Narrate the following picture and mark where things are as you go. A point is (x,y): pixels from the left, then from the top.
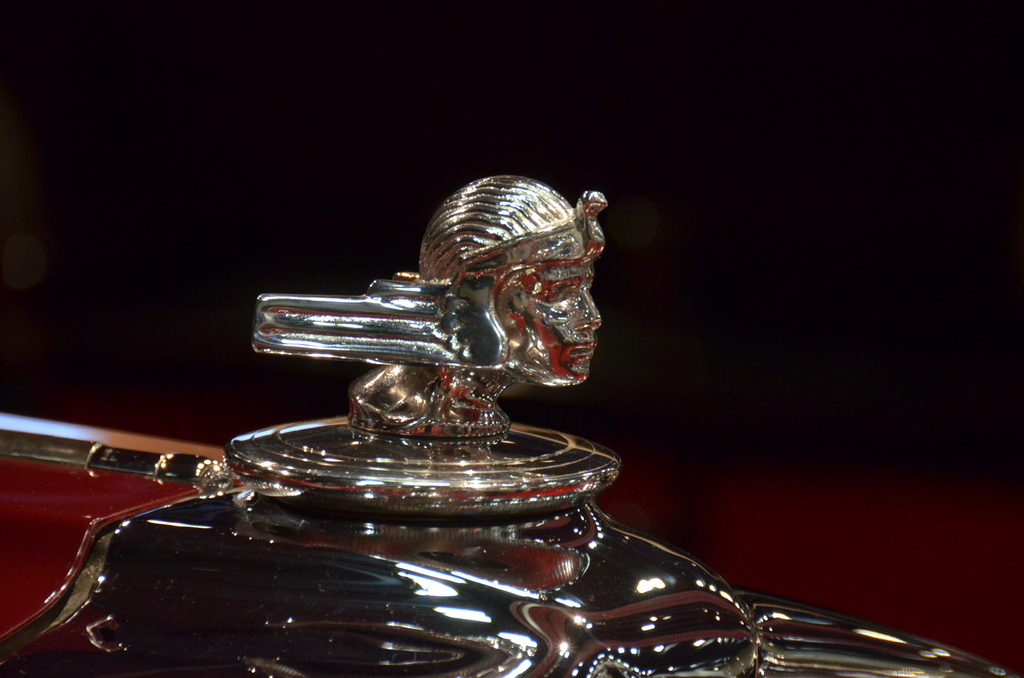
It seems to be a part of a vehicle (347,509). In the middle of the image (414,316) there is an idol (399,310) of a person's face (508,295). It is a metal object (378,393). The background (407,191) is dark.
